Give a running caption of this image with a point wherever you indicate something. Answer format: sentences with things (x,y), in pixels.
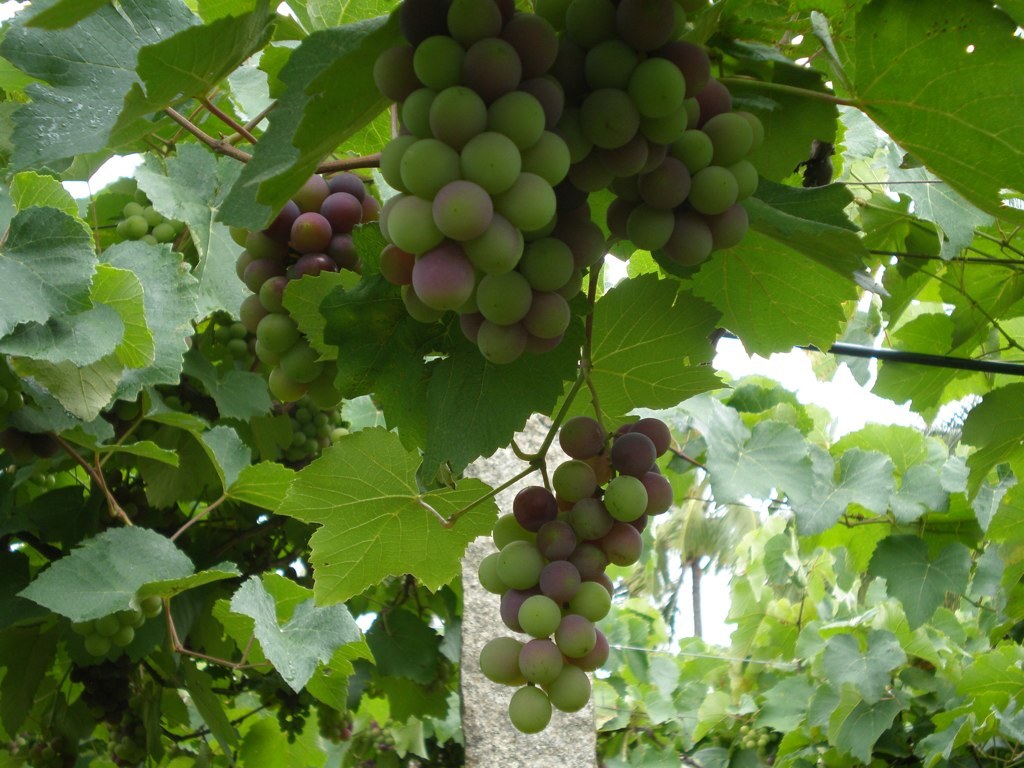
In this image there is a plant (462,516), there are fruits (501,638), there is a stone (506,743) towards the bottom of the image (483,534), the background of the image (821,391) is white in color.
